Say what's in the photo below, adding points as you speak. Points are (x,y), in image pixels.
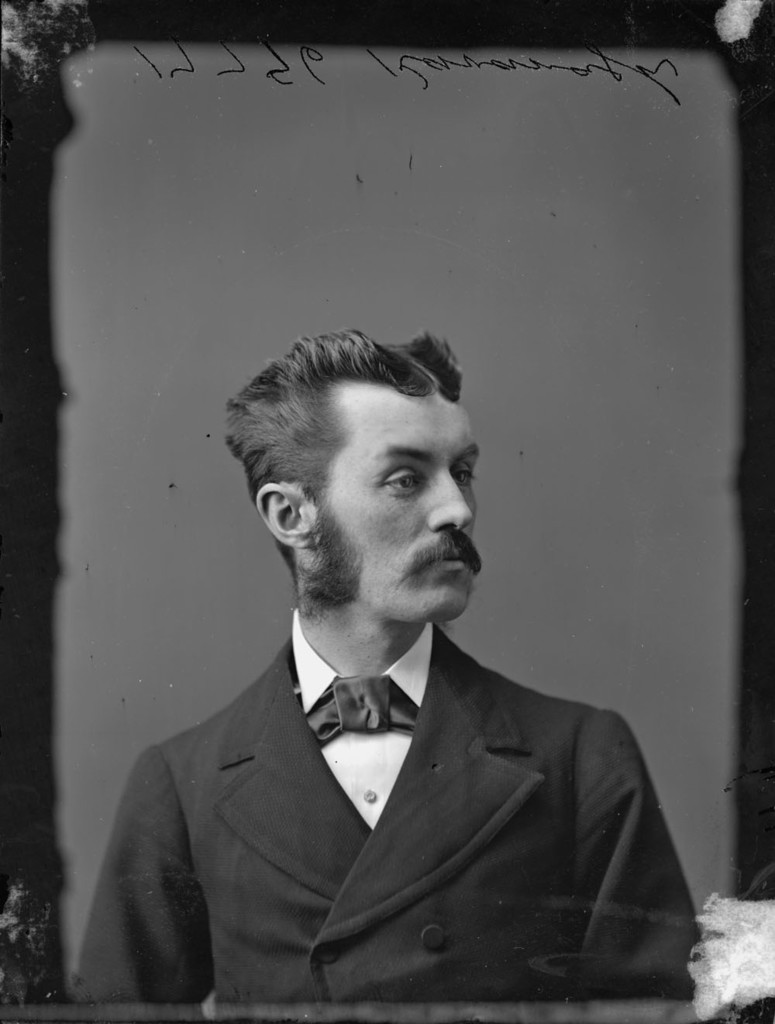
In this image we can see a person (423,685). There is some text (529,61) at the top of the image (596,73).
